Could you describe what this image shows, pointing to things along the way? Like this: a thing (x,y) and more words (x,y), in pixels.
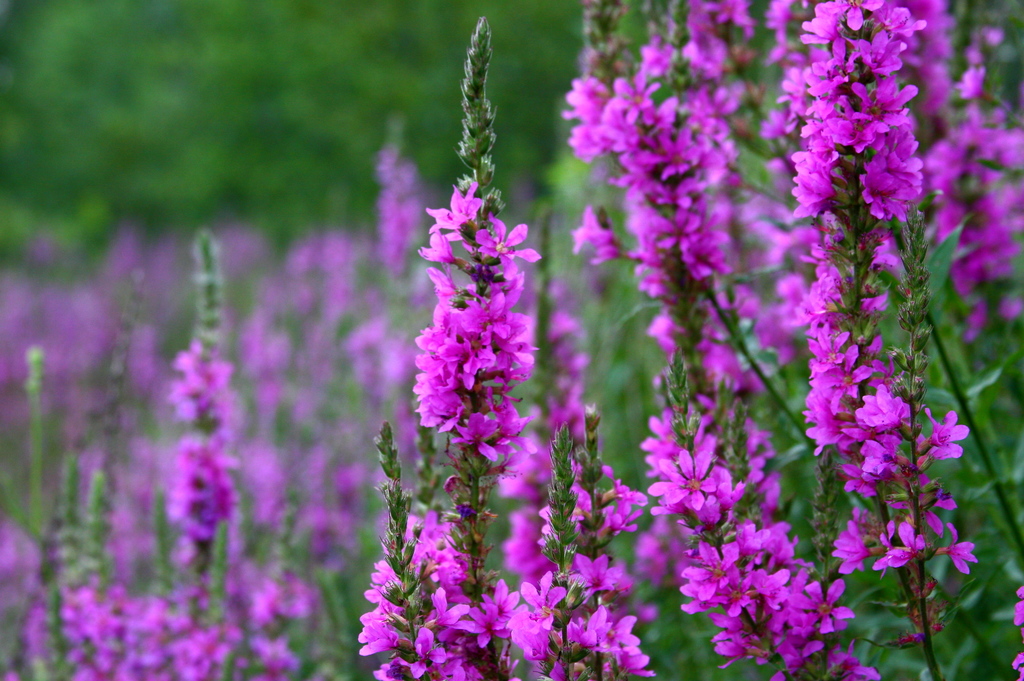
In this picture there are flower plants (599,66) on the right (871,342) and left side of the image (182,381) and there is greenery (516,151) at the top side of the image (305,101).
